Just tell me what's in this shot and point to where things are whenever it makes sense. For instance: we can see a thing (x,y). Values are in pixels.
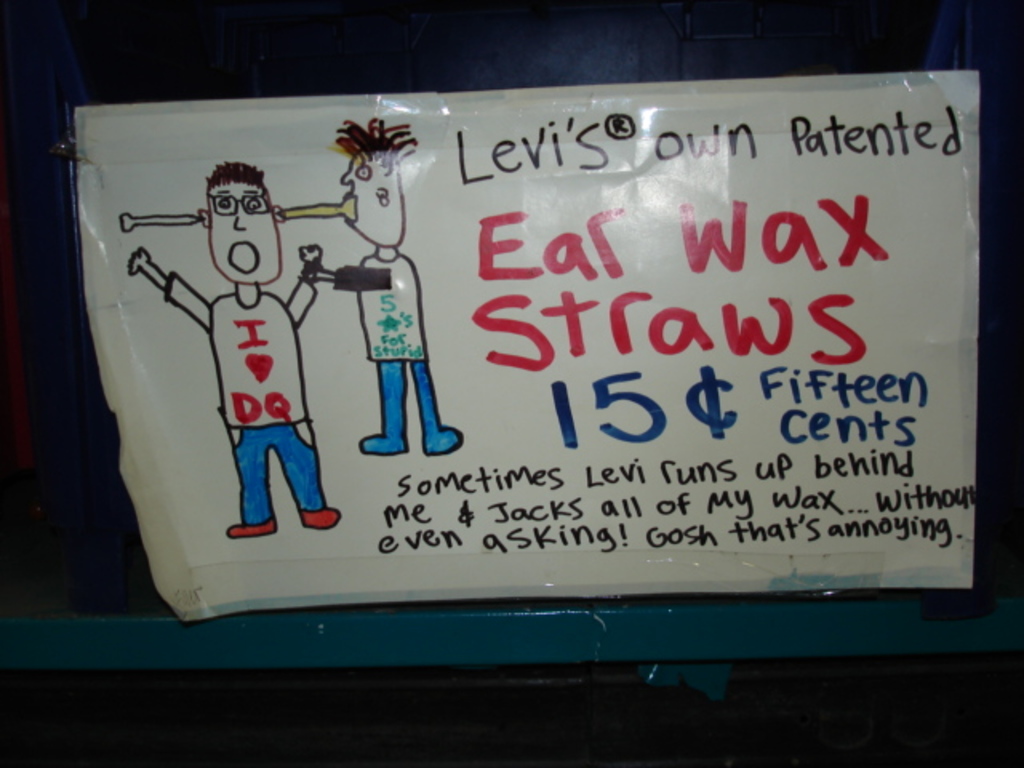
In this image, we can see a poster (900,450) contains depiction of persons (266,427) and some text (604,163).
